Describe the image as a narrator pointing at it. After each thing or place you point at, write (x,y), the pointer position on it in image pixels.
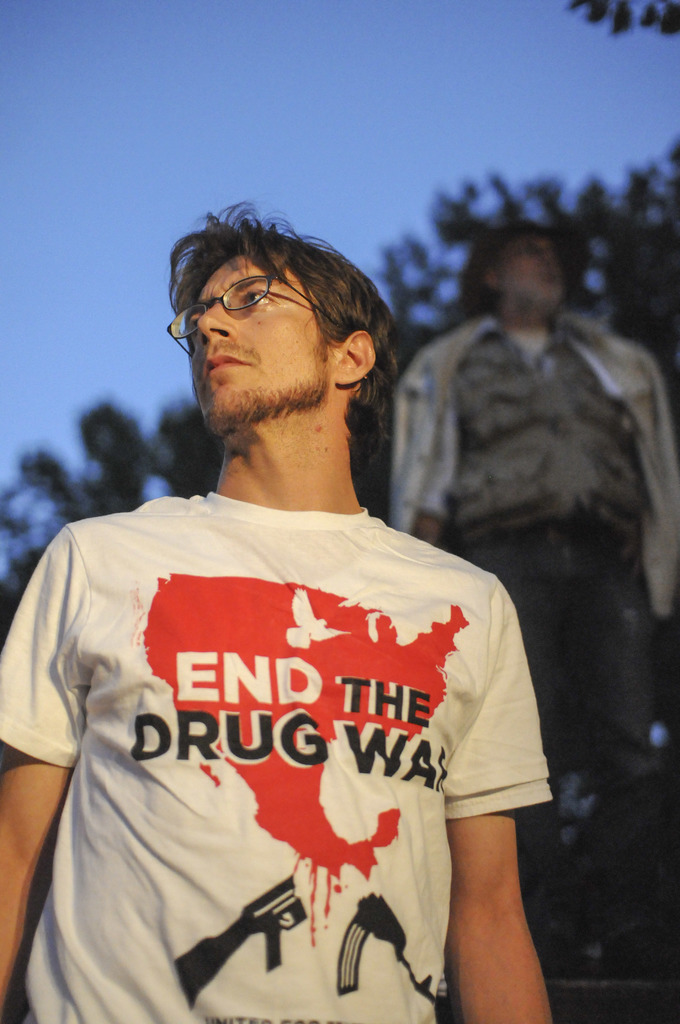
In this image we can see two persons (448,601) standing. One person (319,778) wearing white shirt (377,679) and spectacles (278,277). In the background (603,198), we can see a group of trees (476,218) and sky (340,126).
